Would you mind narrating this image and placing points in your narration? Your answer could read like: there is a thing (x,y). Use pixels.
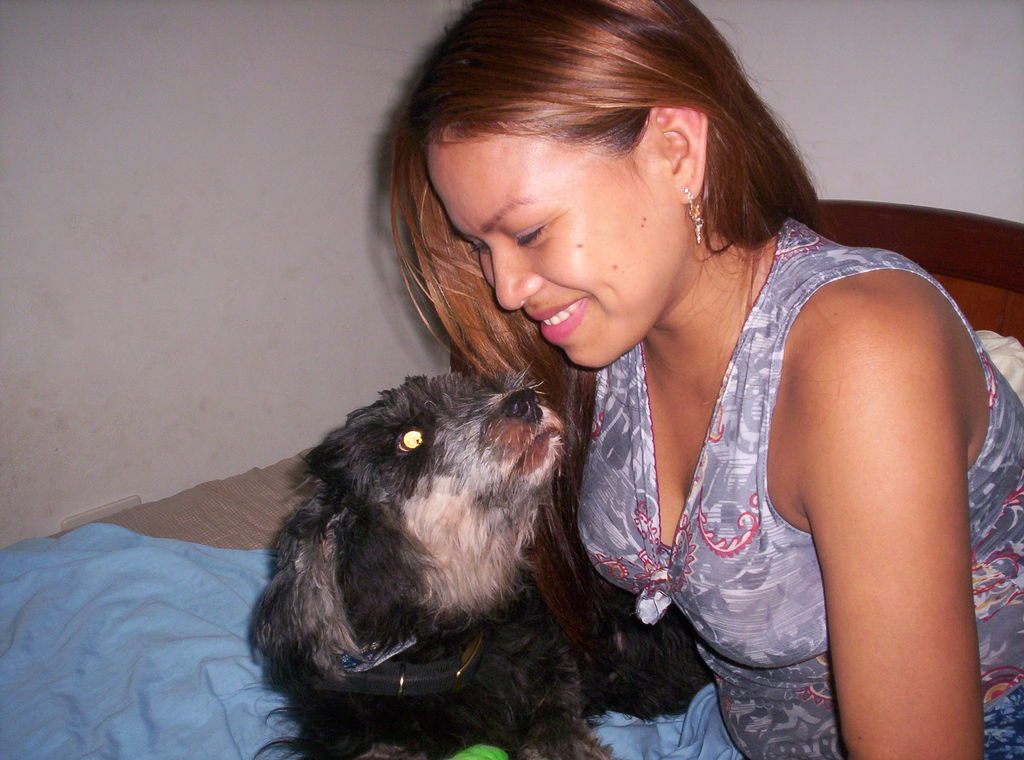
In this image, women (726,558) in ash color dress (736,568). Beside her, there is a black color dog (421,633). Here we can see bed (233,544), blue color cloth (153,634) and white color wall (169,454).
